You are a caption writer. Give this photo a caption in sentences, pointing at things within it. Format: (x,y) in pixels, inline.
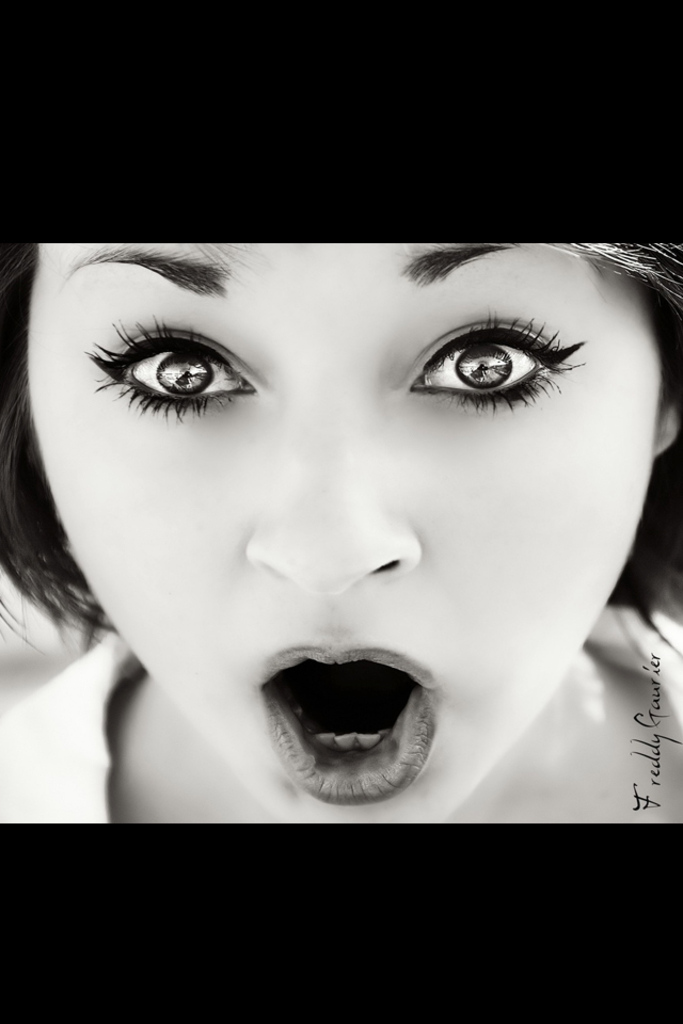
In this picture there is a girl (131,636) shouting and giving a pose into the camera.
